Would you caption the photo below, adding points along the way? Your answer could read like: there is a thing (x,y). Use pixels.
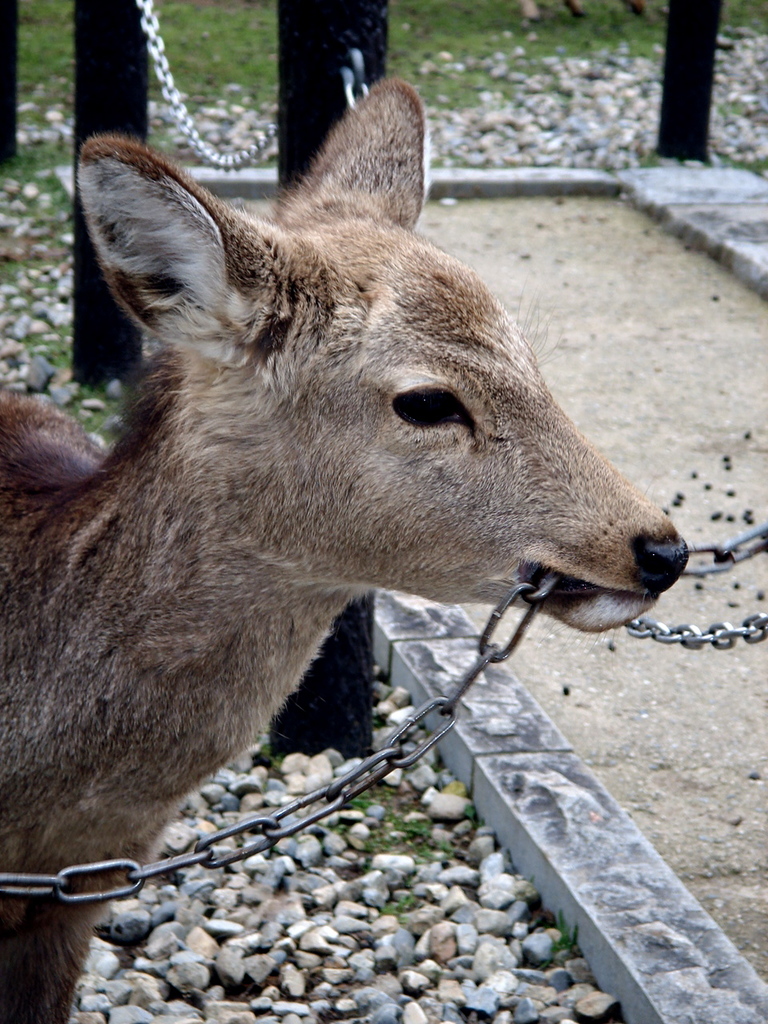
In this image, we can see chain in the mouth (578,582) of deer (373,528). Background (728,138) we can see stones (183,954), rods (280,149), chain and grass (723,10). Here we can see walkway (610,403).
